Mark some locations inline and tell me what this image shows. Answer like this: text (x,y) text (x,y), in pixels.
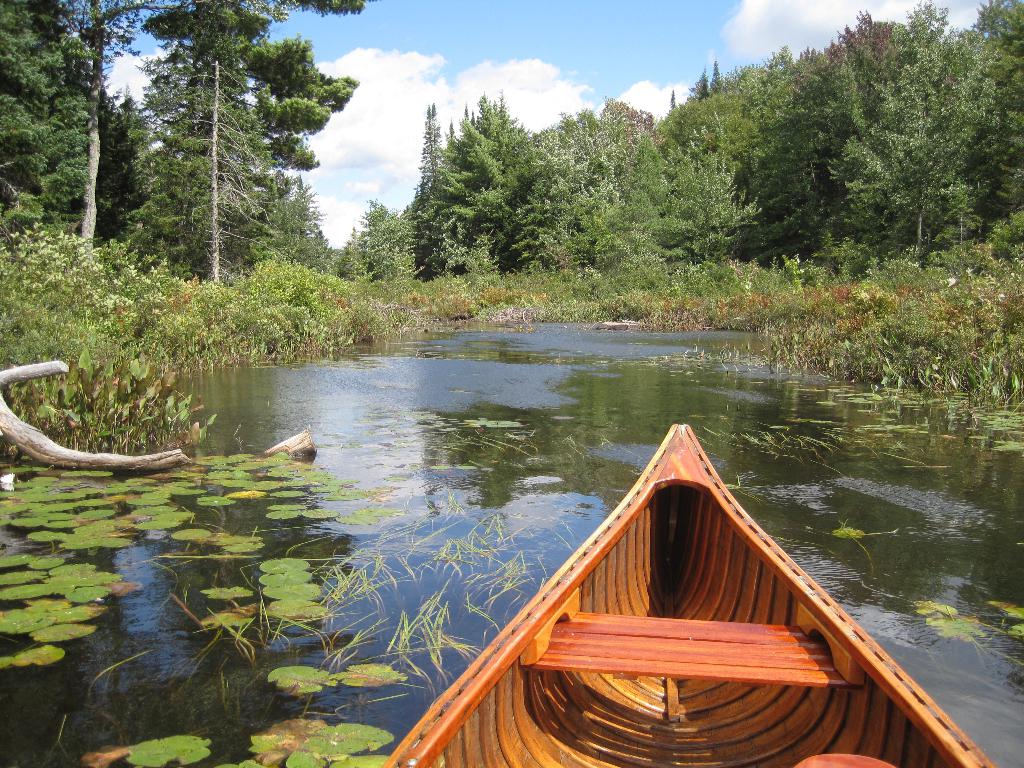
In this picture we can see a boat (553,716), leaves (331,517), wooden sticks (133,457) on the water (519,486) and in the background (194,270) we can see trees (739,155) and the sky (482,58) with clouds (466,79).
